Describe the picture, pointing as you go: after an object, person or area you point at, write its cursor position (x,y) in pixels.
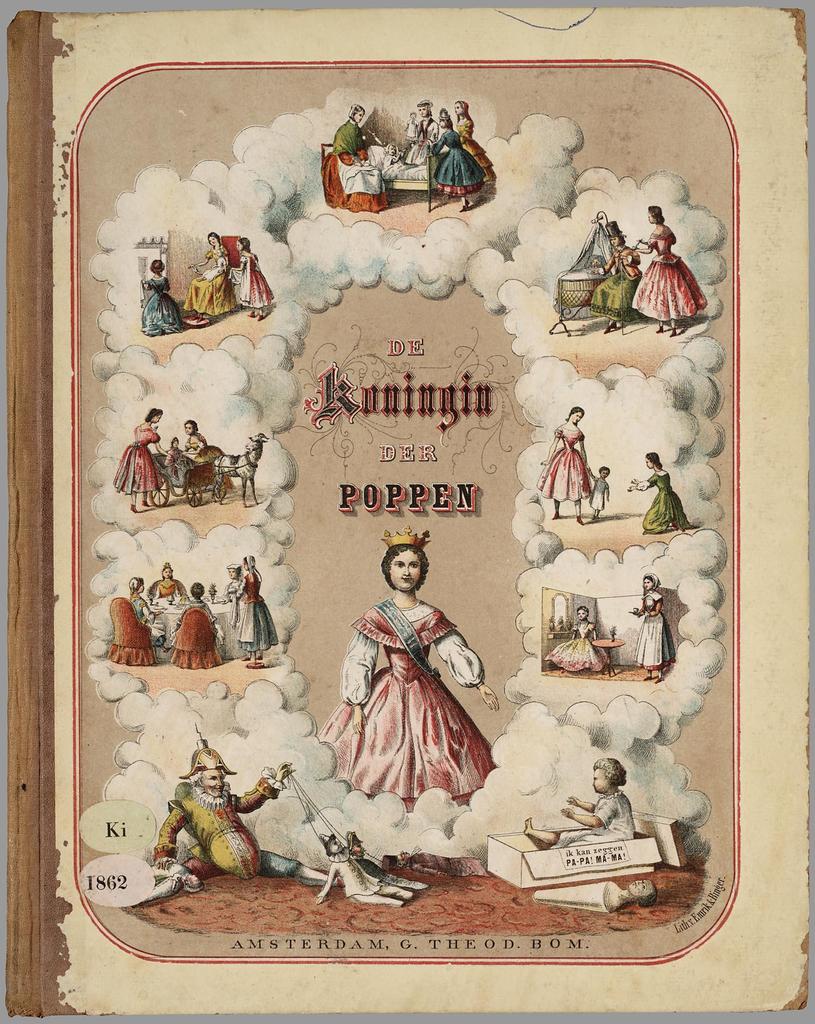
Here we can see poster (300,603), in this poster (490,692) we can see persons (410,613).
